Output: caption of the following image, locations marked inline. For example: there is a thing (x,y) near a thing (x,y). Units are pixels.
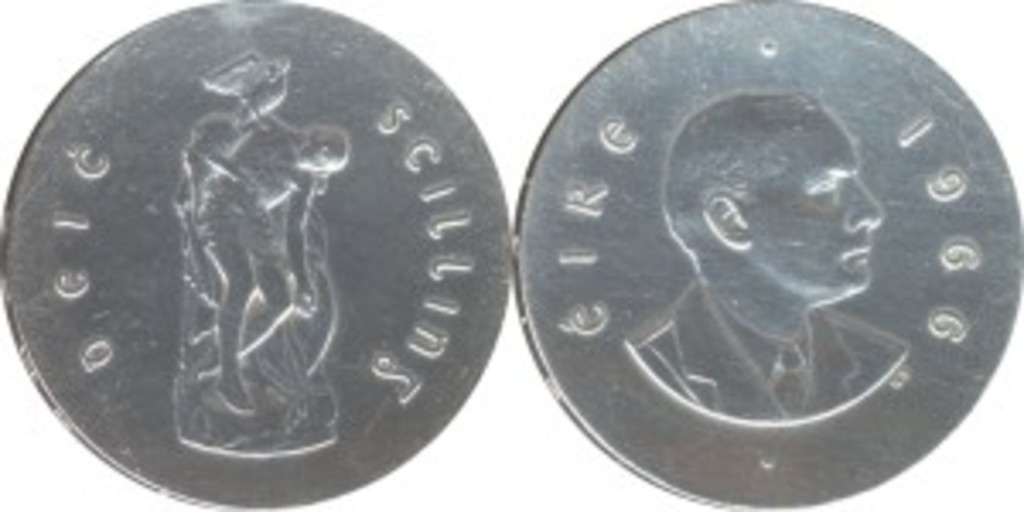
In this picture I can see couple of coins (742,185) and a white color background (526,111).
